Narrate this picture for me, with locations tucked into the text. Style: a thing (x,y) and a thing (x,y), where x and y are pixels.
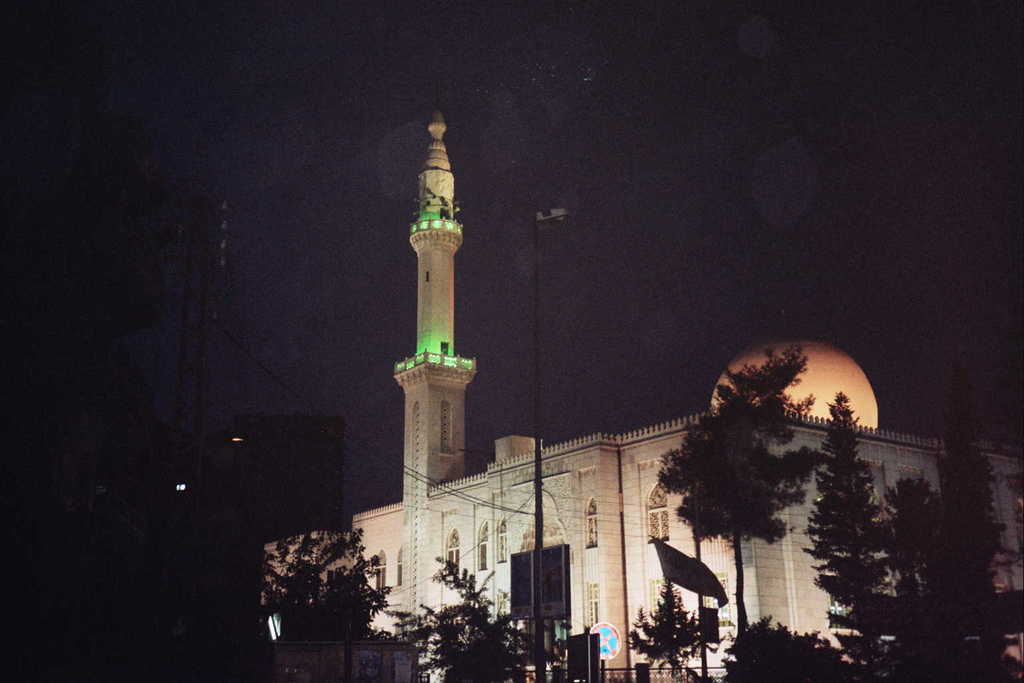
In the foreground of this image (334,615), there are trees (903,630) and poles (208,352). We can also see a building (604,545), dome (797,396) and the dark sky (748,227).
